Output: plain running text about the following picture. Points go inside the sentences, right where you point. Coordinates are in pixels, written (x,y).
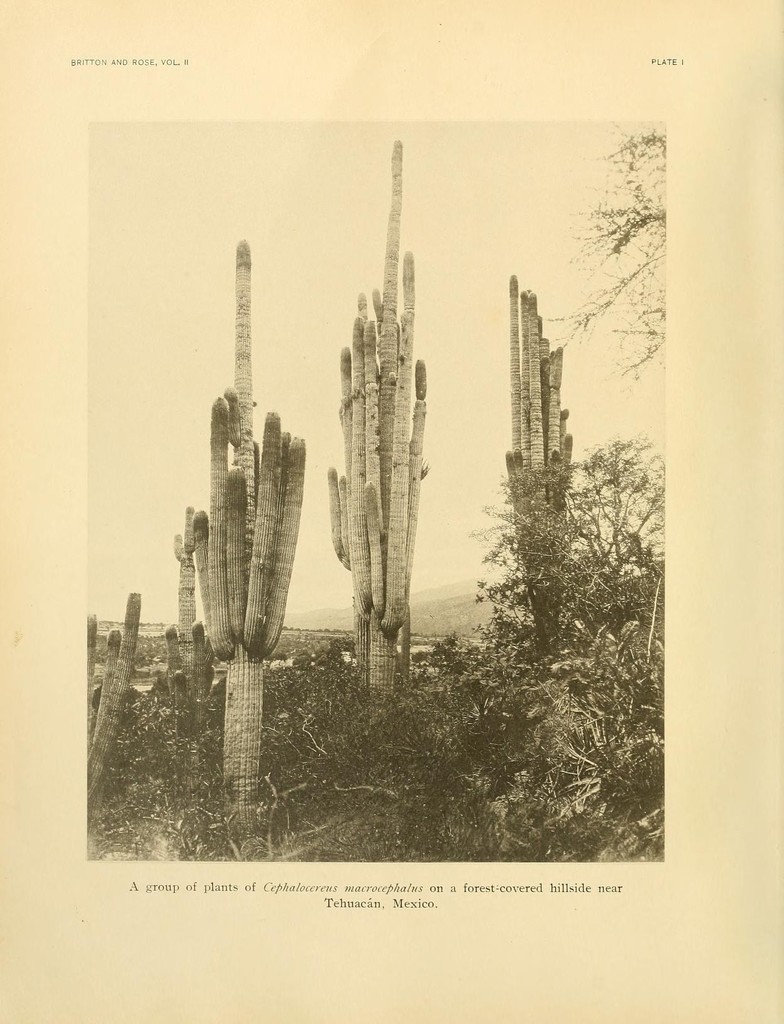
This is a poster (357,621) having an image (394,620) and black color texts (88,65). In the image, there are plants (252,424) on the ground (624,779). In the background (514,605), there are trees (520,613), mountains (428,615) and the sky (321,234).
